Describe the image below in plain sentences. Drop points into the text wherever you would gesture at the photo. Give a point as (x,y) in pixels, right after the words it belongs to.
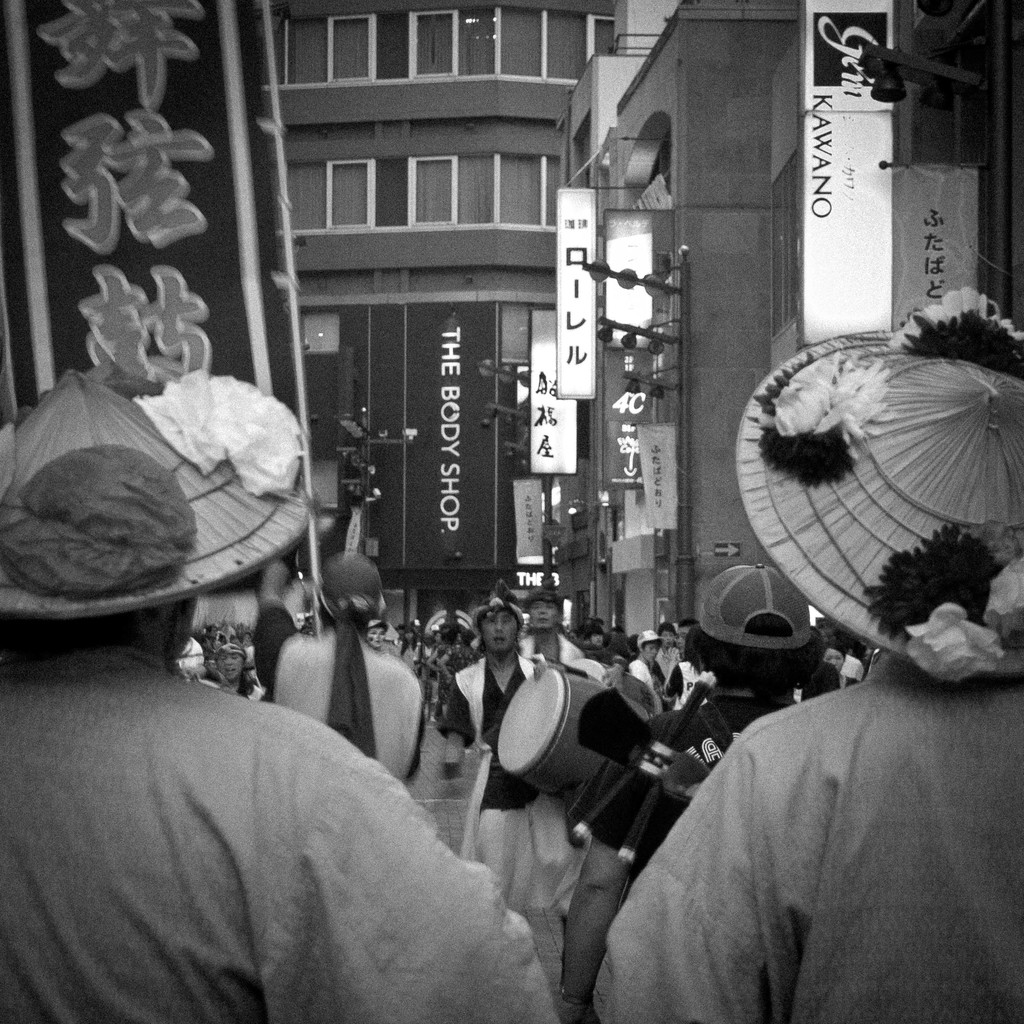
This is a picture taken in a street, where lot of people (554,879) are celebrating by playing drums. On the left (113,176) a person (341,632) is holding a banner (173,139). On the background (499,385) there is a building (478,347), on the building (435,409) there is a hoarding (450,434). On the right (866,247) there are many hoarding (584,299).
